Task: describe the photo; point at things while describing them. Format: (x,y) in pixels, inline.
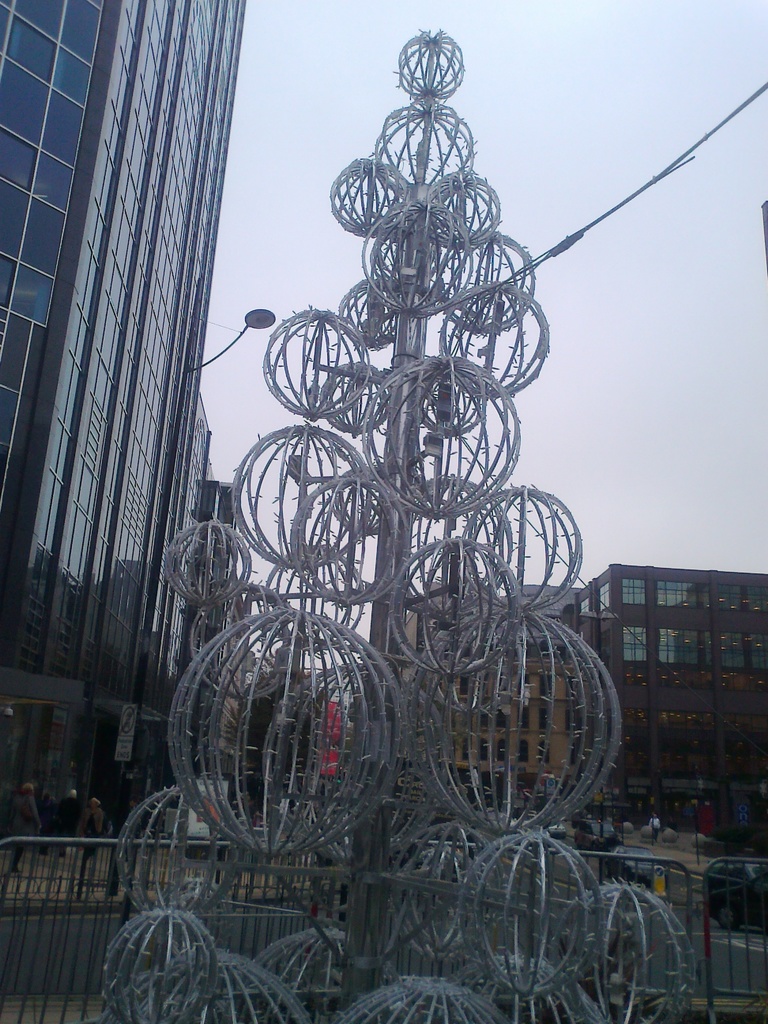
In this image I can see in the middle (346,413) may be there are iron frames (409,701) in the shape of balls, in the background (464,759) there are buildings (606,649). At the top (637,181) there is the sky (651,201).
